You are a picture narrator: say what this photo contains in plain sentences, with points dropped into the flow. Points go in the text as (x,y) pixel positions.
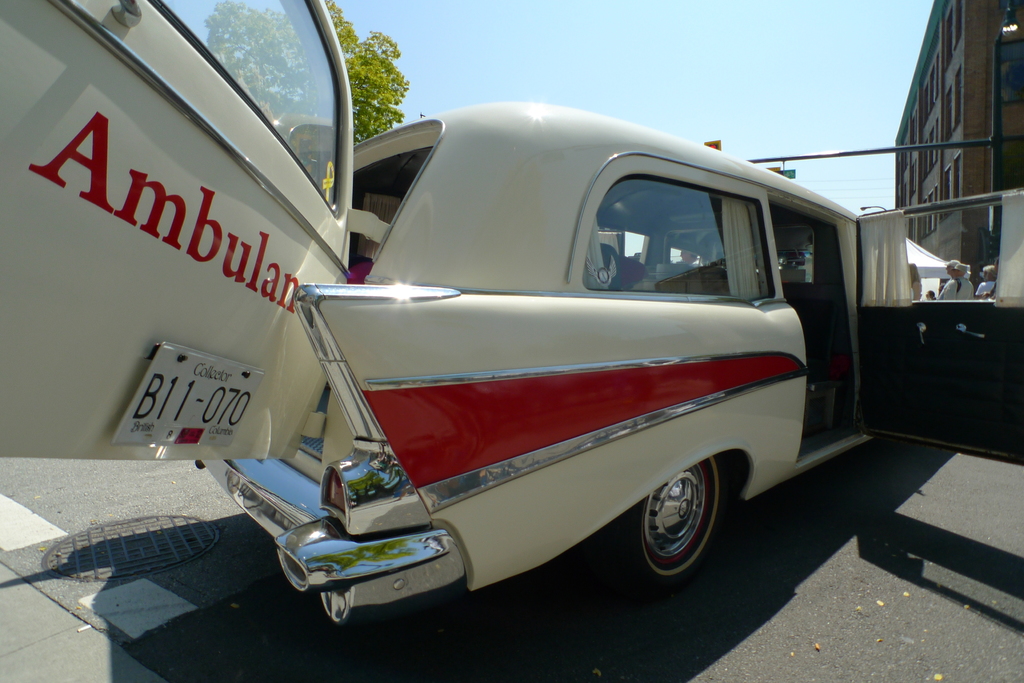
In this image we can see motor vehicles (699,304) on the road (843,663), parasols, persons (955,285) standing on the road (846,647), buildings (941,250), trees (377,124) and sky (589,84).
